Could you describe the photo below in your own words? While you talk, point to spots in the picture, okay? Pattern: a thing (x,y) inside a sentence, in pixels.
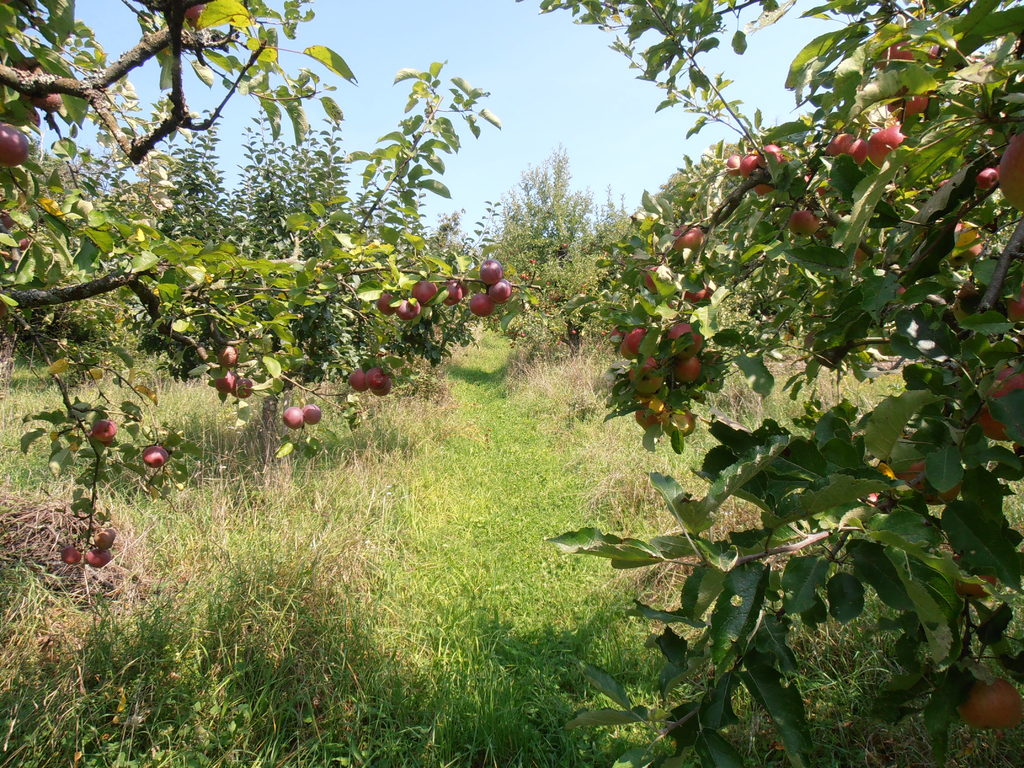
In this picture I can see some fruits (235,381) to the trees (291,326).
